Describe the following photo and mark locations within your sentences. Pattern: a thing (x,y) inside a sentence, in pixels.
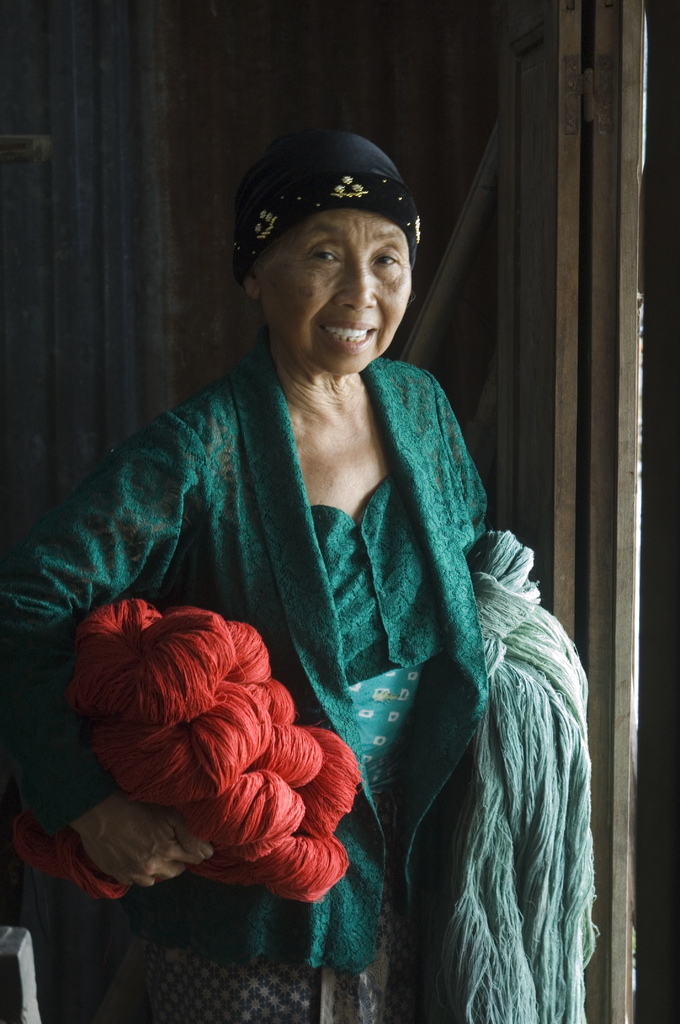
In this image there is a woman (371,624) holding yarn (519,617) in her hands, in the background (134,31) there is a wooden wall (52,314).
